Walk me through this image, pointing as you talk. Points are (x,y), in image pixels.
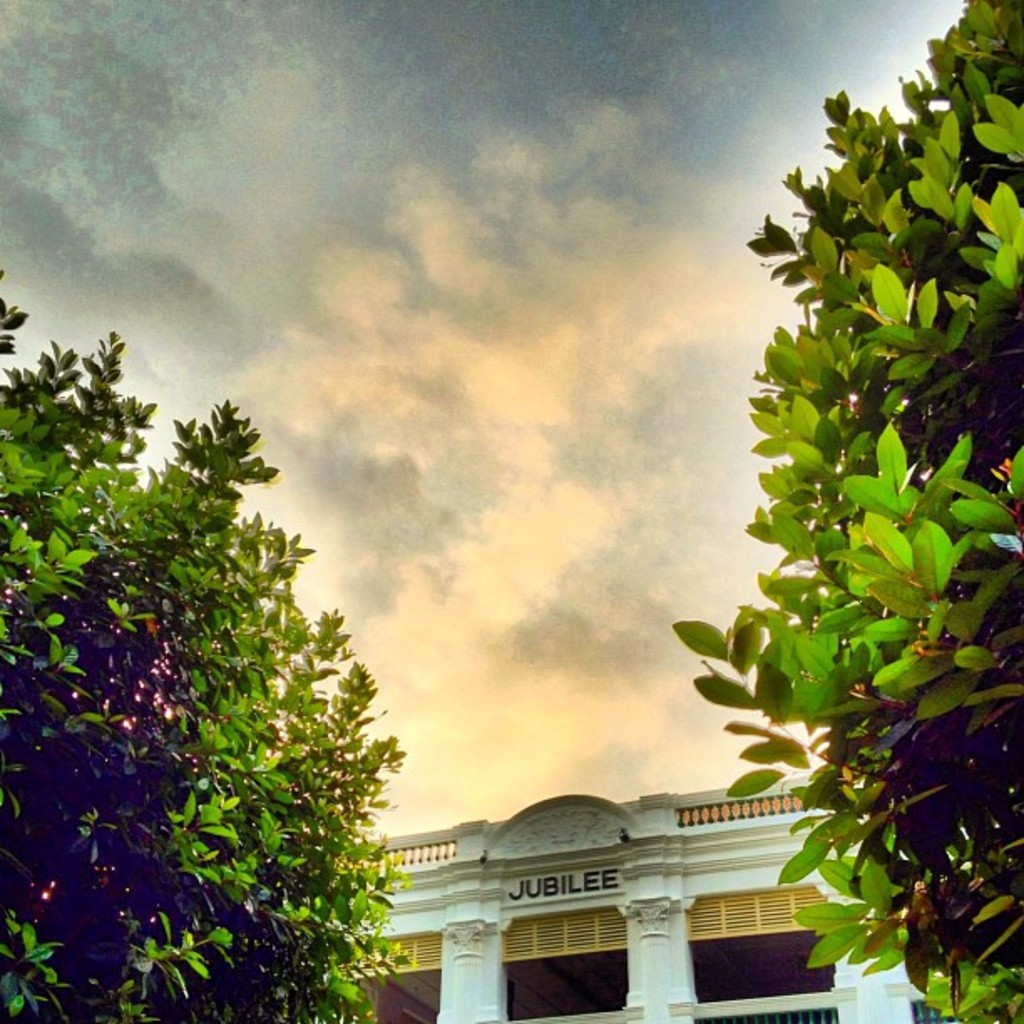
On the right side (971,863) and left side of the image (84,789), we can see plants (209,793). At the bottom of the image (708,977), we can see the building (666,981) with text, pillars (661,1000), wall (623,870) and railings (812,1009). We can see the cloudy sky (440,547) in the background (562,397).
